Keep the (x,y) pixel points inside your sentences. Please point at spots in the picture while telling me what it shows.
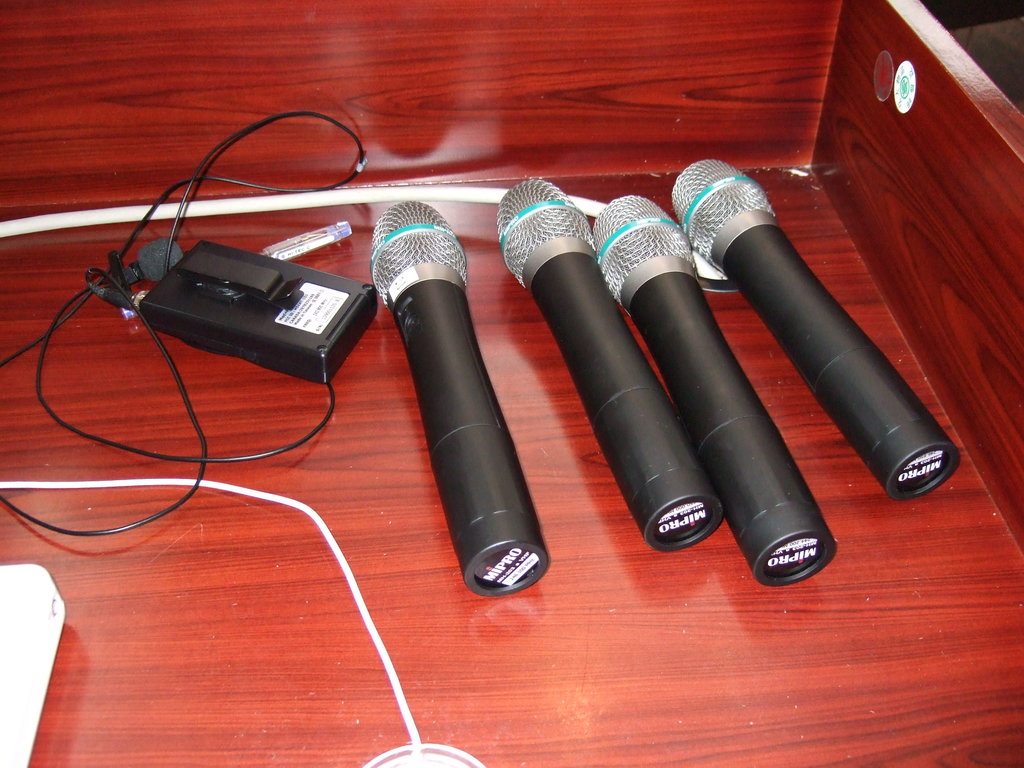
There are four mics (591,345) and a electronic device (257,315) with wires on a wooden surface (716,620).
